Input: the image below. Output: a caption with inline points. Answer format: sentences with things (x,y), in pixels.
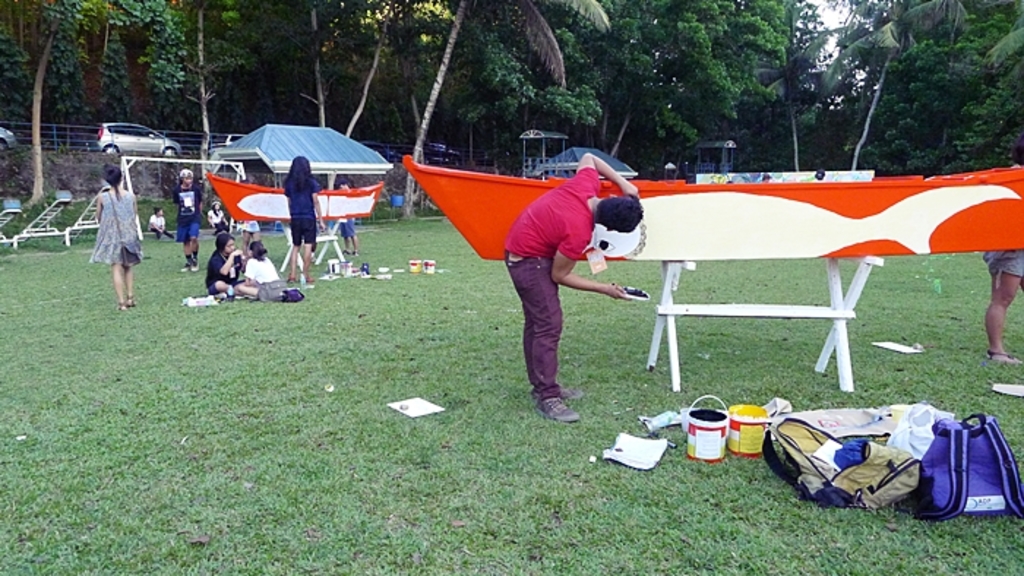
In this image, we can see trees (409,55), vehicles (108,125) on the road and there is a fence (387,151) and some tents (310,132) and there are boats (744,195) with stands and we can see people (151,218), some are wearing id cards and one of them is wearing a bag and there is a person (536,255) holding an object (645,296). At the bottom (720,436), there are paint buckets (343,270), bags (987,457), papers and some other objects (362,270) on the ground (219,405) and we can see some people (224,284) sitting.
